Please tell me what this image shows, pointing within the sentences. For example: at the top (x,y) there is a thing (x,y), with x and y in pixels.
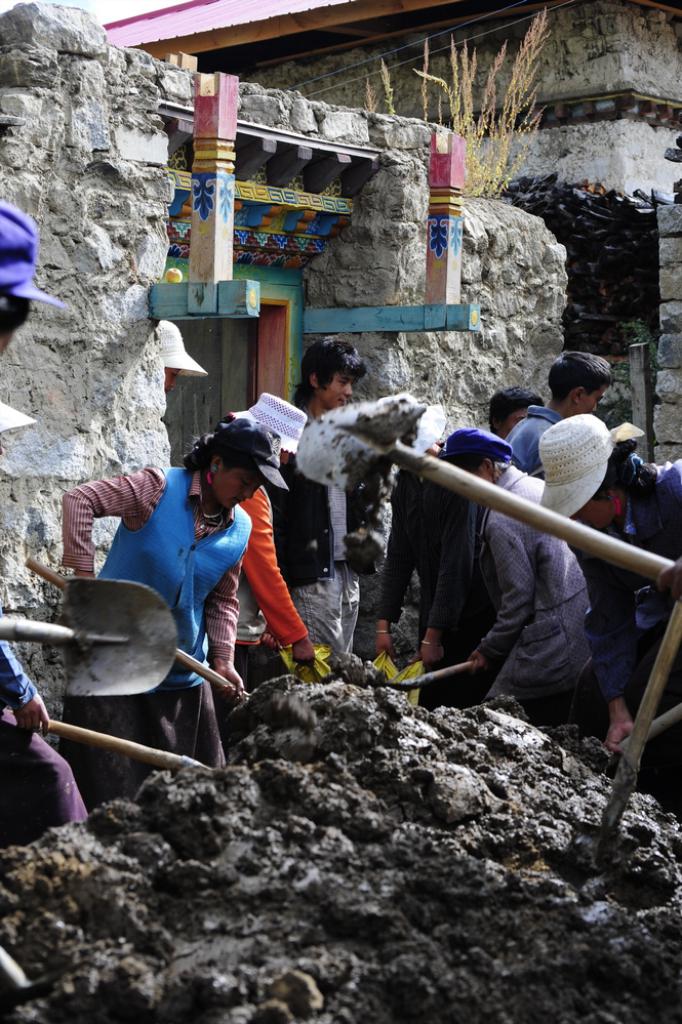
In this image I can see the mud (335,886) which is black in color and few persons (161,712) holding shovels (130,603) in their hands (28,708). In the background (439,587) I can see few other persons (482,523) standing, the wall (144,232) which is made up of rocks (518,291), the door (279,371), the building (234,10) and the sky (140,11).
